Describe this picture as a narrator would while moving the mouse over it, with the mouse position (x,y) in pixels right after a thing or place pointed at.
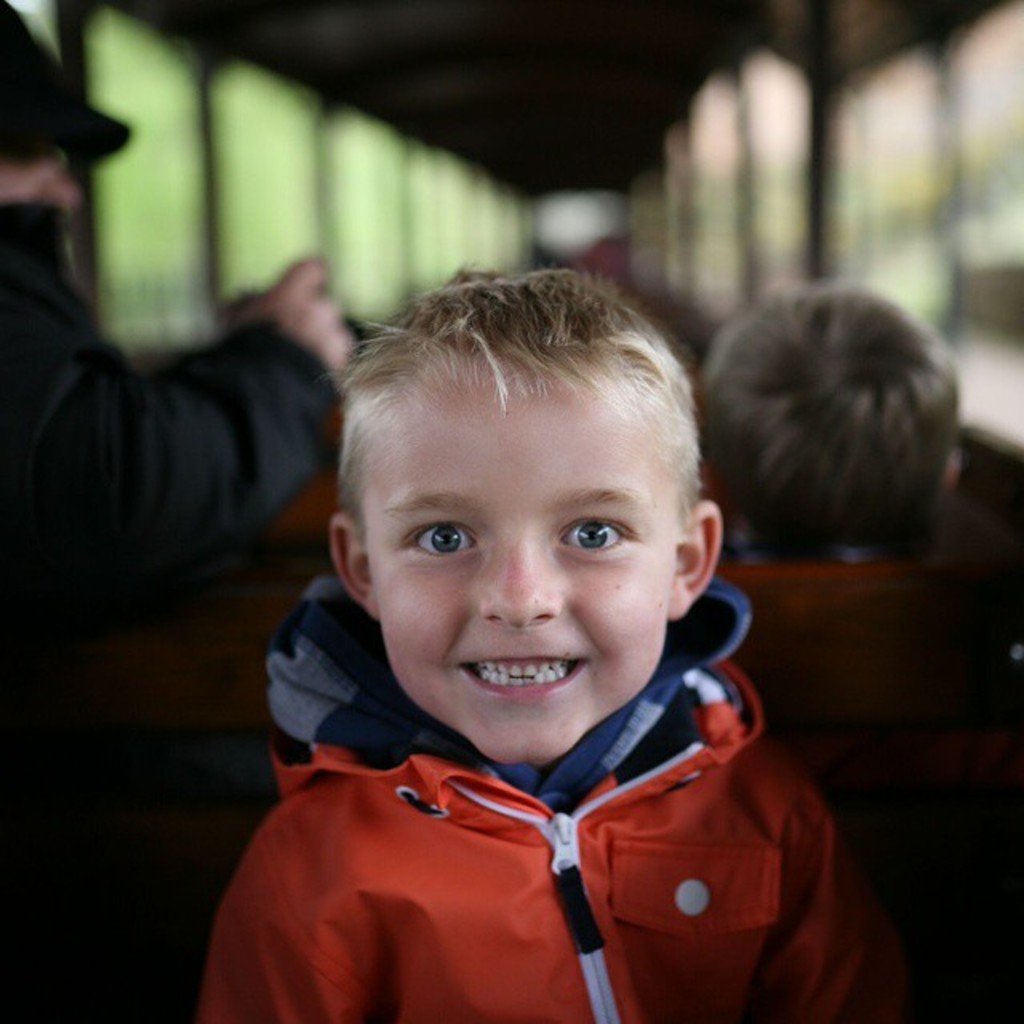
In this image, in the middle (651,381), we can see a kid (606,697). On the left side (33,376), we can see a person (335,365). On the right side (811,518), we can see the head (815,532) of a kid (811,518). In the background (844,235), we can see the windows (727,131). At the top (592,176), we can see black color.
